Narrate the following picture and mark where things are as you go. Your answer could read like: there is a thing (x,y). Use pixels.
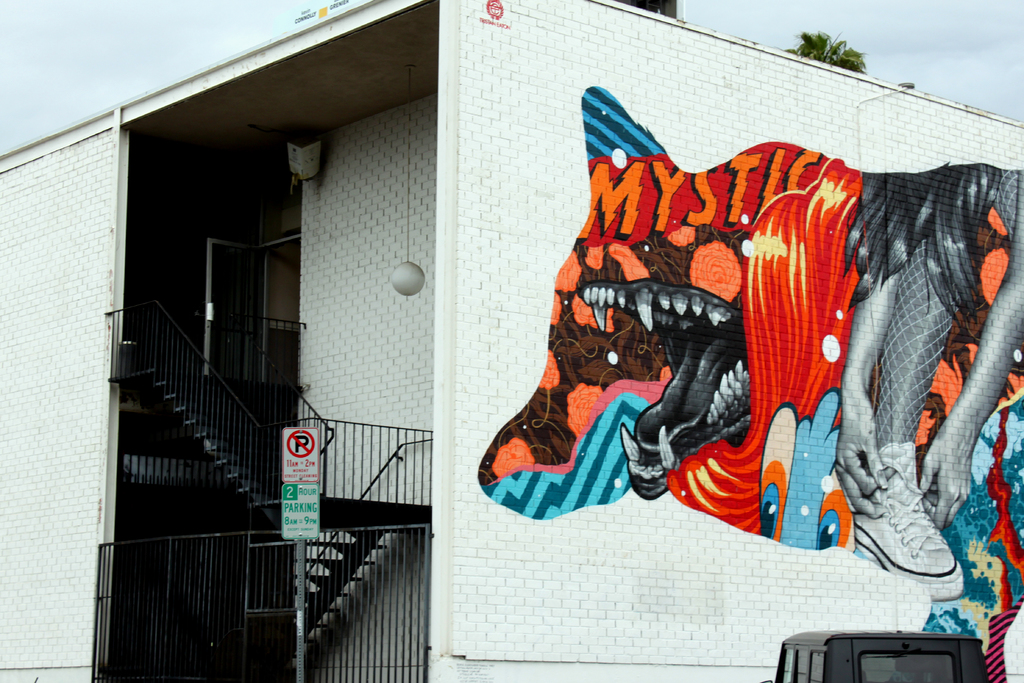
In the image there is a building (220,386) with walls (101,322), steps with railings (221,435), door (228,253) and also there is a ball (404,265) hanging with the rope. On the walls (385,249) on the building (380,69) there is a graffiti (728,265). At the bottom of the image (848,669) there is a vehicle (828,644). At the top of the image (848,7) there is a sky (807,29) and also we can see few leaves (847,54).
